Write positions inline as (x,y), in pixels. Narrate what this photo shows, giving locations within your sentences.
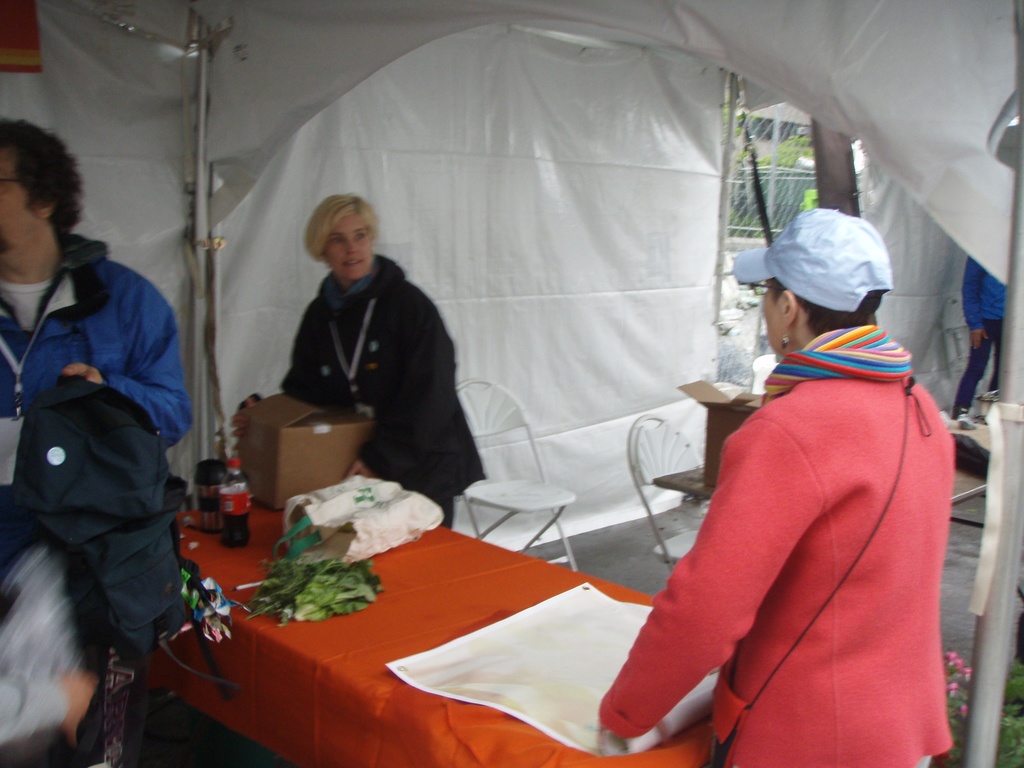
In this picture of woman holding object (552,621) kept on the table (498,587) and this woman (370,392) is holding a box (279,399) and is another person (56,165) holding a jacket (100,491).
